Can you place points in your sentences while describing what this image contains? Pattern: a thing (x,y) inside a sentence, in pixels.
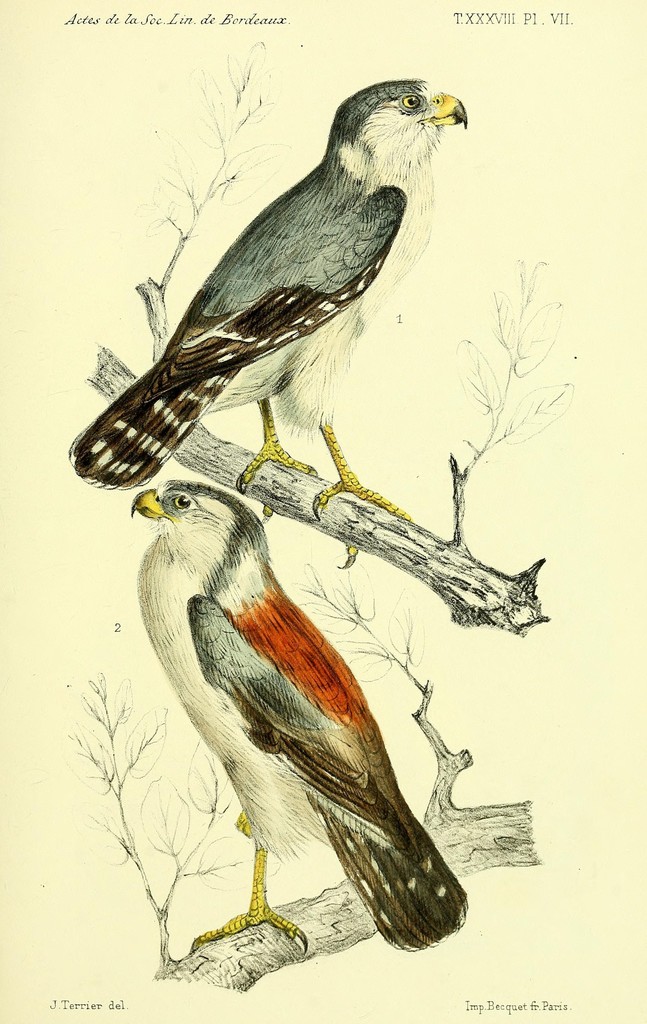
In this picture, we see an art (259,594) of two birds (293,353) which are on the branches (304,479) of a tree (125,367). In the background (442,367), it is white in color. These birds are drawn on the paper (572,128).
